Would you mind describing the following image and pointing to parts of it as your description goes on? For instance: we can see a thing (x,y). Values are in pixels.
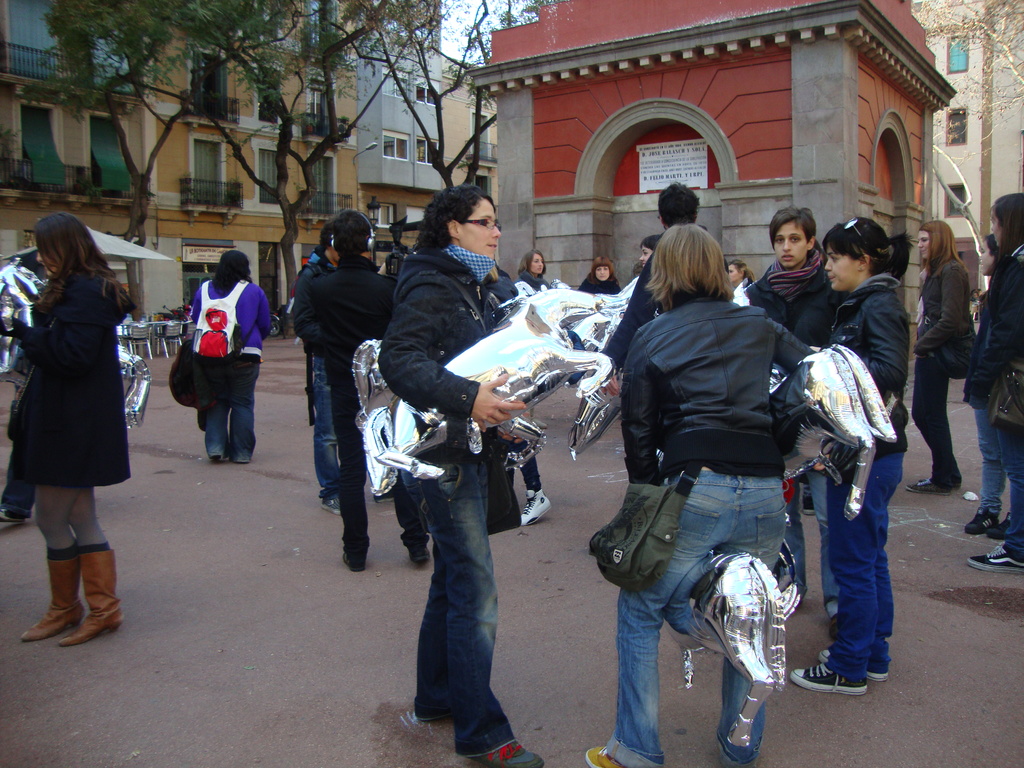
In this picture I can see few people (606,388) are holding toy air balloons (869,399) and I can see buildings (583,120), trees (963,87) and a board (695,154) with some text (679,164) and I can see a umbrella (107,250) and few chairs (168,329) and few of them wear bags (690,470).
